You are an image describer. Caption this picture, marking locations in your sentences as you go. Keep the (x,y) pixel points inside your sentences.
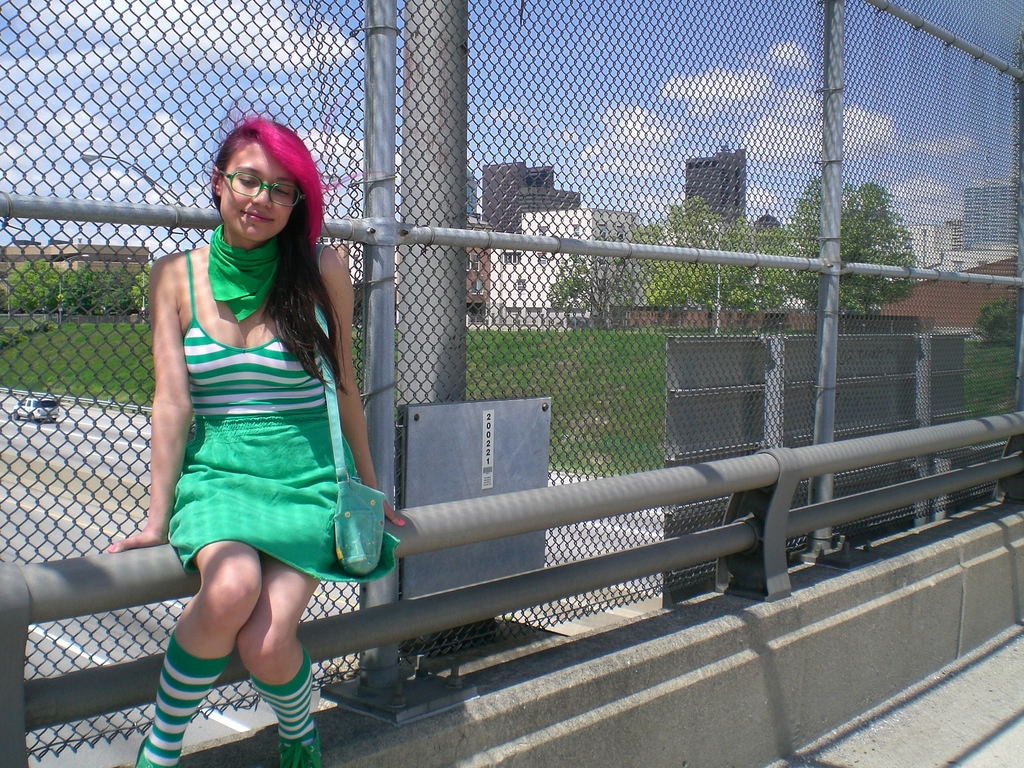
In the image there is a railing (574,591) and a woman (232,511) is sitting on the poles (397,533) of the railing (579,517), behind her there is a mesh (751,445) and behind the mesh (60,425) there is a road (49,428), on the road (1,412) there is a vehicle (45,409) and behind the road (38,436) there is grass (102,324), trees (702,283) and buildings (705,172).
